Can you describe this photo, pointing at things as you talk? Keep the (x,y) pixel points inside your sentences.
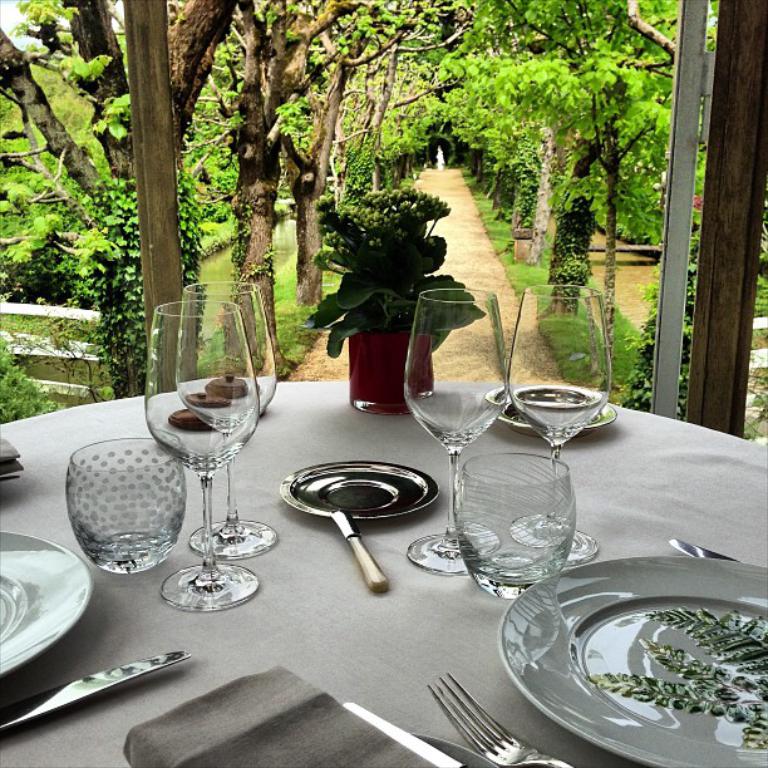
In this picture there are four glasses (233,417), two tumblers (159,495), plate (395,485), knife (371,561), fork (484,712), flower pot (384,365) and plant (400,281), a grey cloth (173,746) on the table (274,526). There are few trees (509,150) and some grass (625,328) on the ground (520,263). There is a path (475,277).
